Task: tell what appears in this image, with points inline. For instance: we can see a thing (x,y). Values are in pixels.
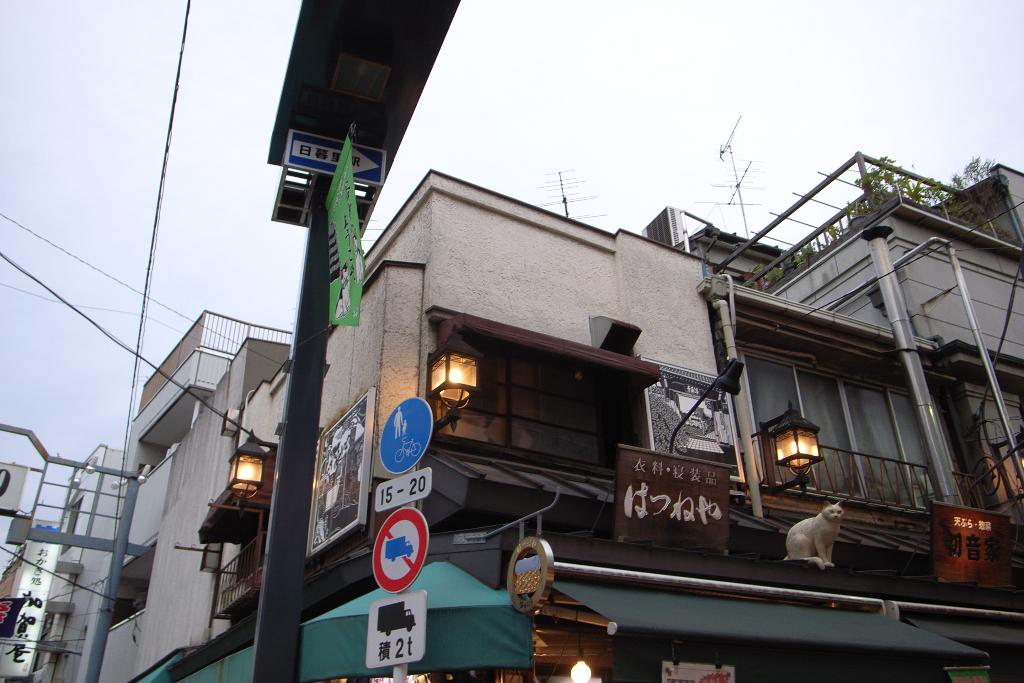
In the picture I can see buildings (499,460), wires (147,362), lights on the wall (544,403), sign boards (410,516), poles (261,591) and some other objects (340,192). In the background (267,307) I can see the sky (440,163).
